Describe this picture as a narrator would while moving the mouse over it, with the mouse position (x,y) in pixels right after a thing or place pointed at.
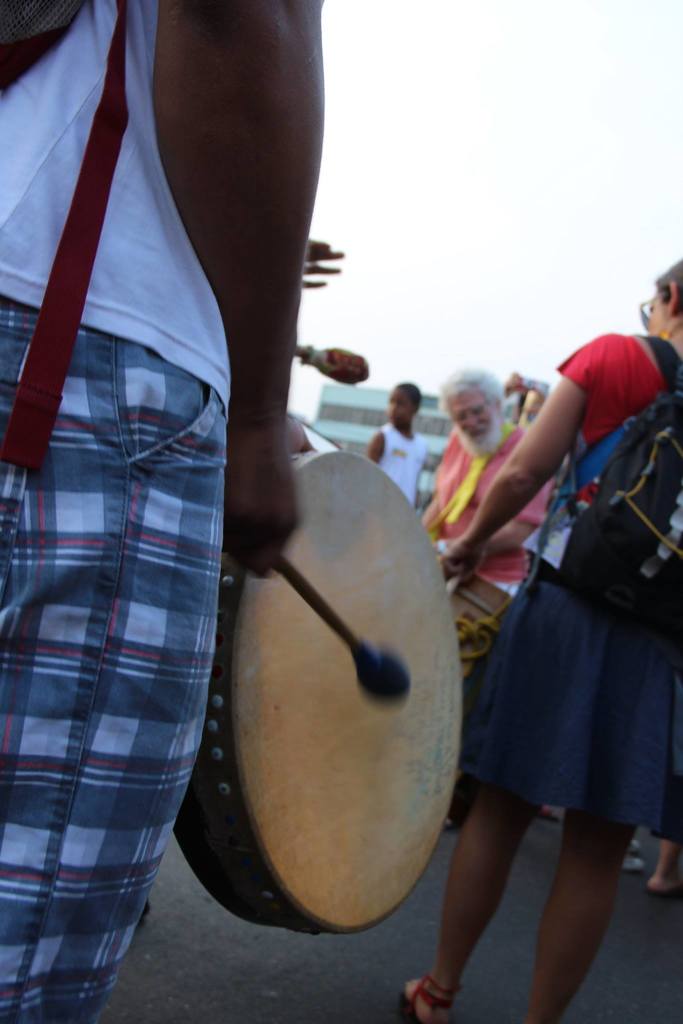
In this picture we can see some people (446,497) are standing, a person (223,445) on the left side (70,450) is playing a drum (283,674), a person (637,670) on the right side (630,617) is carrying a bag (655,494), in the background (435,434) it looks like a building (432,414), there is the sky (502,91) at the top of the picture (483,139).
